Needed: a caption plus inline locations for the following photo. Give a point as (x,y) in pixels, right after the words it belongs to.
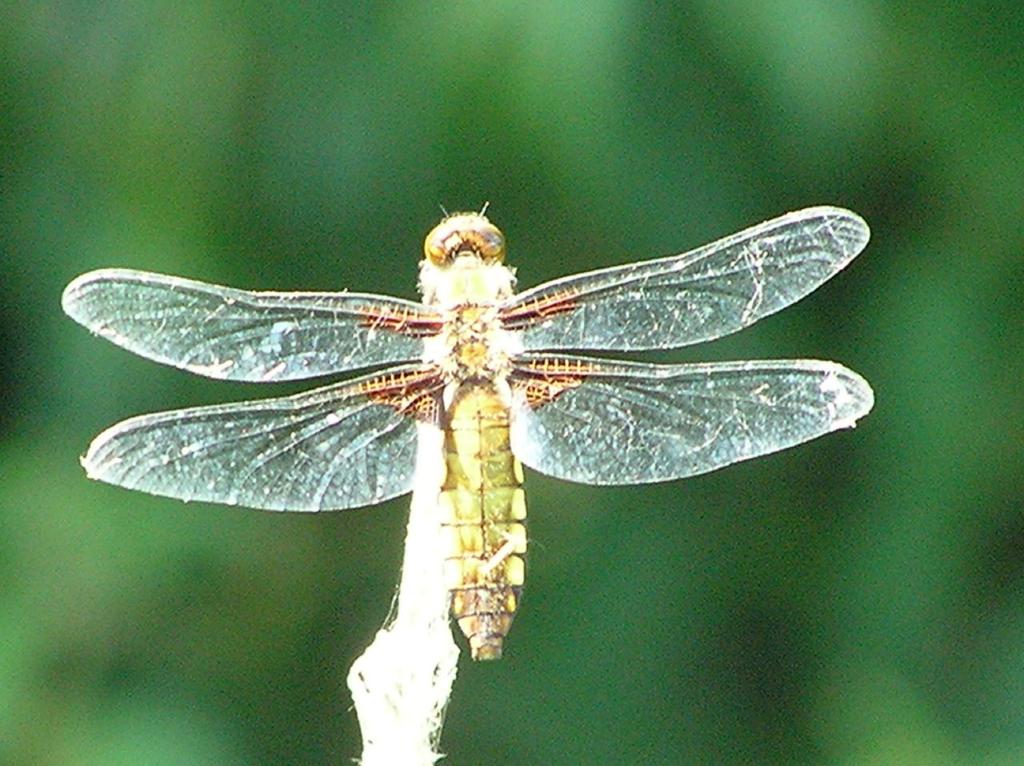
In this picture we can see an insect (226,372) and in the background (710,235) it is blurry.
